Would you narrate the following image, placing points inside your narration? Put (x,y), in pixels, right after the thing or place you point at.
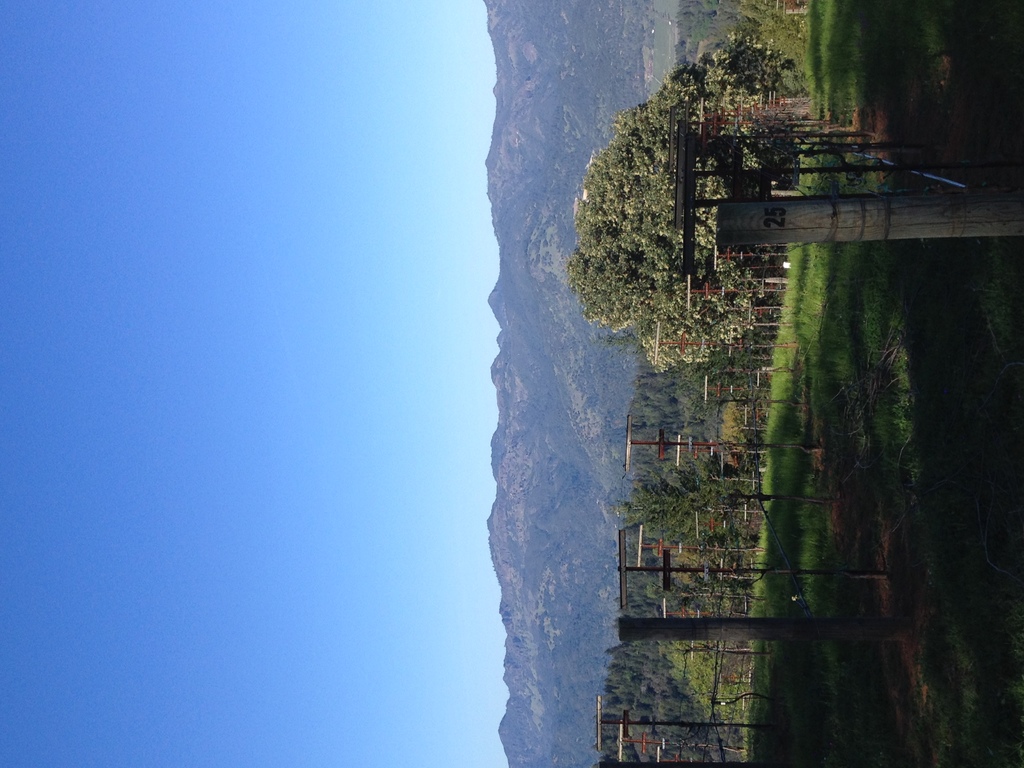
It is a tilted image, there is a grass surface (857,66) and on the grass surface (774,557) there are some wooden poles (796,619) and iron poles (675,745), behind them there is a tree (645,234) and around that tree (670,266) there are many other trees (699,49), in the background (544,504) there is a mountain (520,162).
